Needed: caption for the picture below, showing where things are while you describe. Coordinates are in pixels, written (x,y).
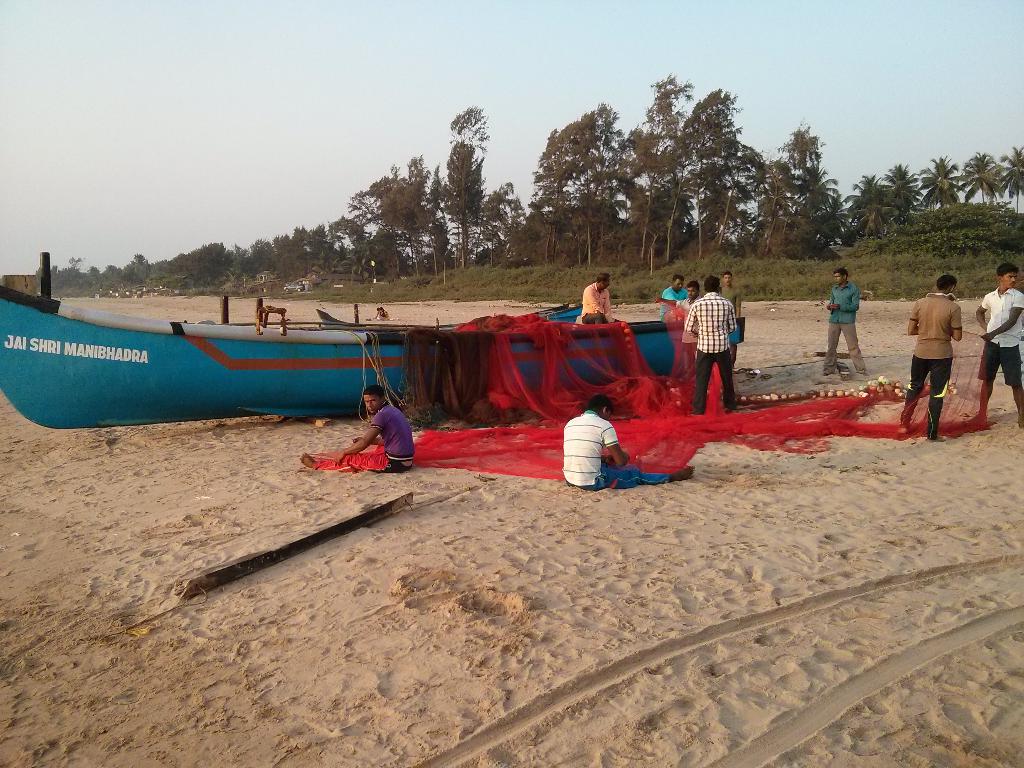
In this picture I can see boats (550,373), nets (469,392) and few persons (837,346) in the middle (562,357). In the background (673,196) there are trees (660,197), at the top (469,90) there is the sky (380,101).
